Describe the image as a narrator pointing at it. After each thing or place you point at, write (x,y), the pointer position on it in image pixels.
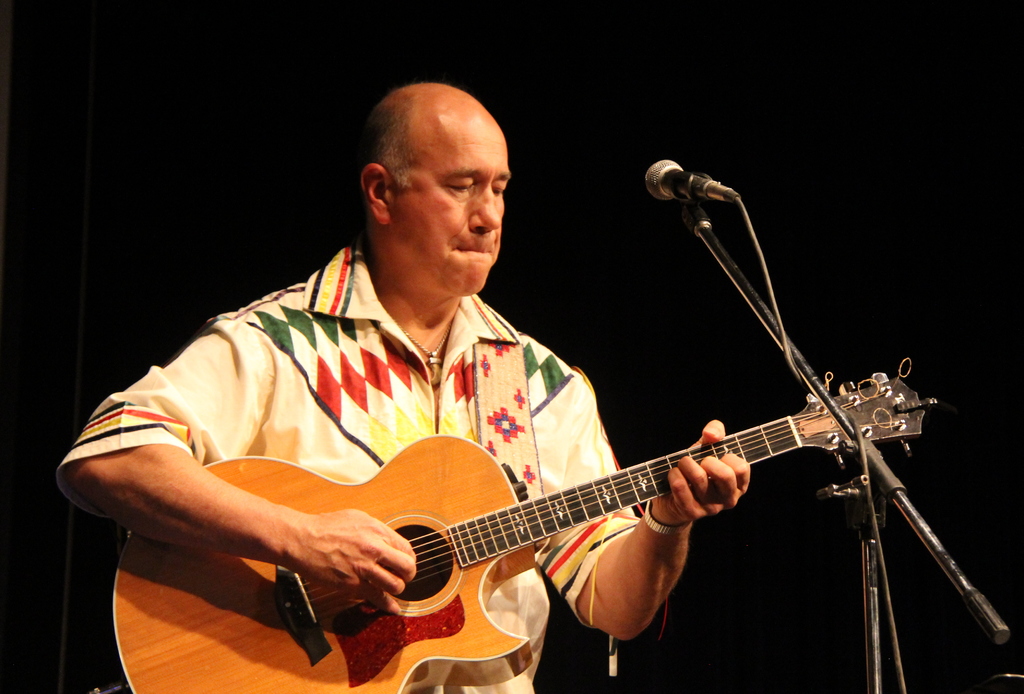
In this image there is a man (473,316) with cream shirt (286,352), he is playing guitar (184,630) and there is a watch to his left hand (676,481). At the front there is a microphone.
